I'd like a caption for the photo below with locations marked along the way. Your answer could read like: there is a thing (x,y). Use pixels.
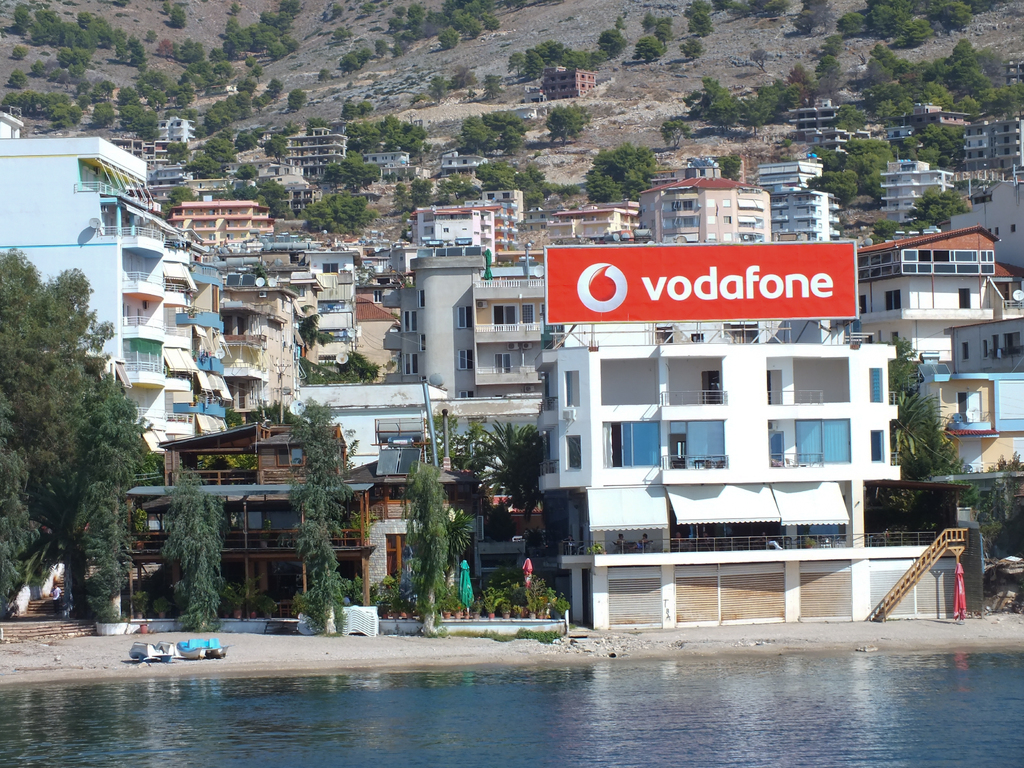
In this picture we can see trees (308,529), buildings (463,393) with windows (949,266), water (900,716), boats (164,652) on the ground (269,646), house plants (516,602), hoarding (722,245).
